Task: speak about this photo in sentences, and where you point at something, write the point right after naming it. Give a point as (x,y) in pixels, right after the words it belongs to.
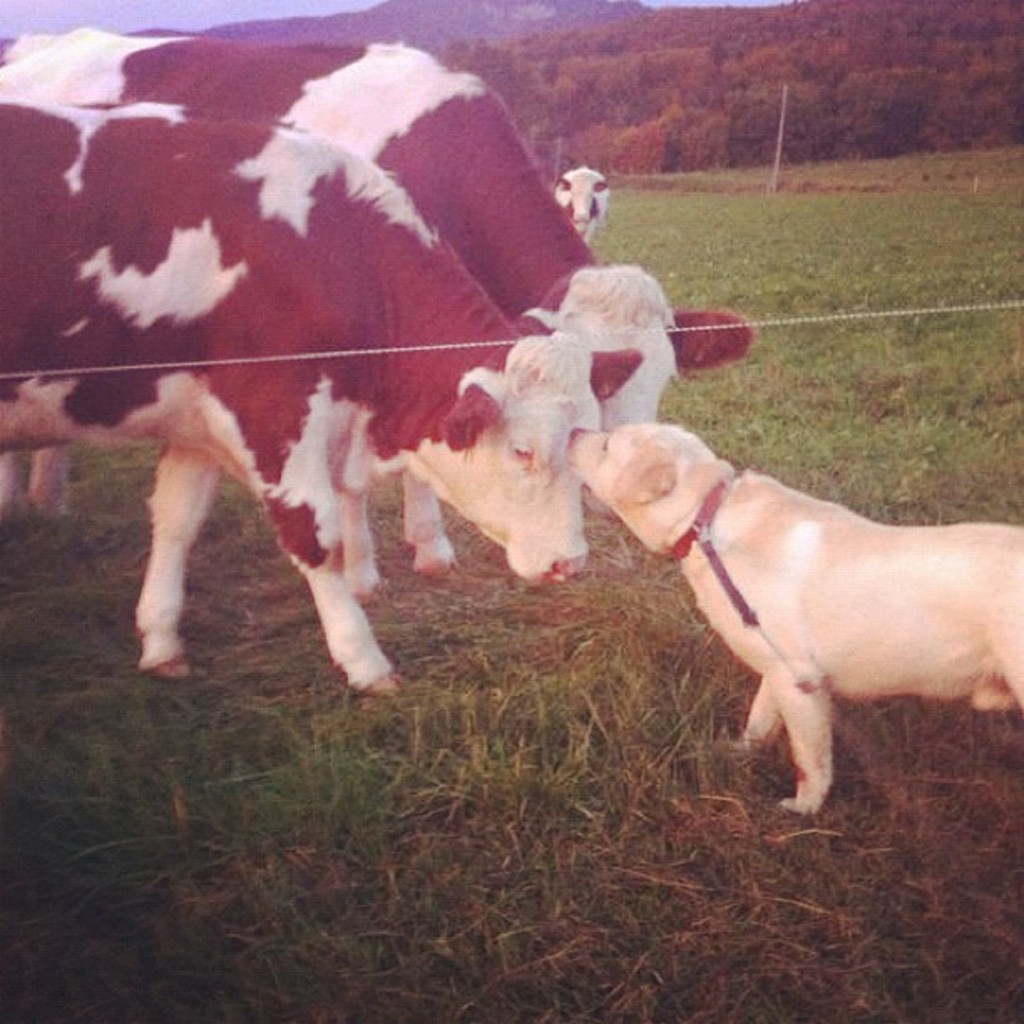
In this image I can see few animals (817,586) in cream, white and brown color. Background (187,14) I can see few plants (727,198) and trees (682,50) in green and brown color and the sky (143,8) is in blue color.
